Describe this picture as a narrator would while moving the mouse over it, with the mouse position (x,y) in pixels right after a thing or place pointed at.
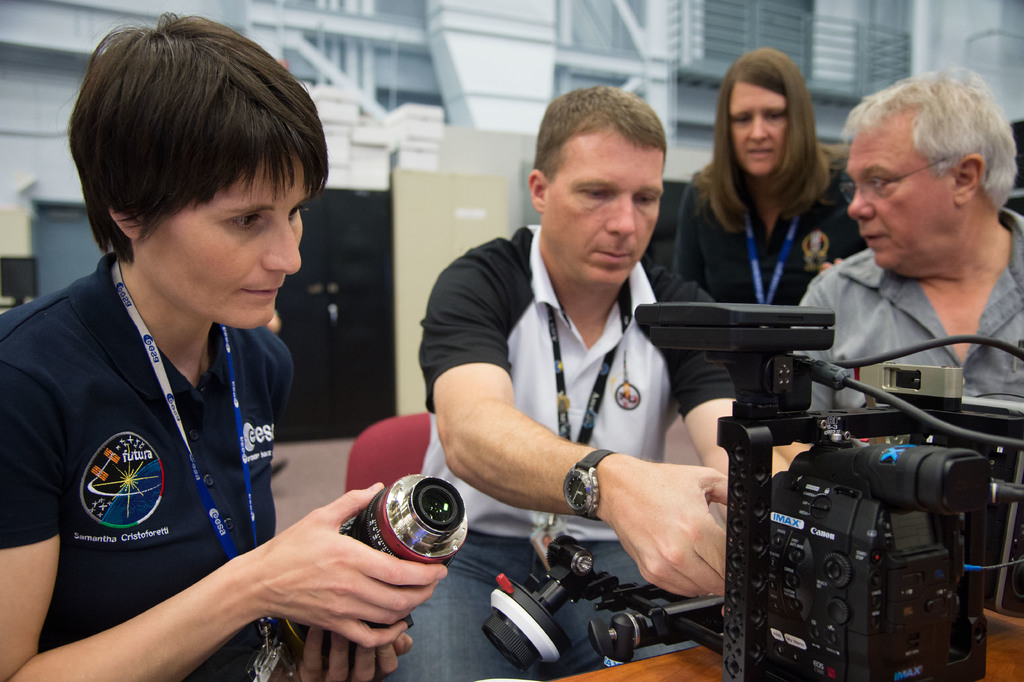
In this image, we can see few people (999,268). Here a woman (230,662) is holding an object (378,536). On the right side (827,500) bottom, we can see few devices (875,623) and wooden object (992,648). Background (1023,127) we can see the blur view. Here we can see few cupboards (280,334) and some objects (480,71).
